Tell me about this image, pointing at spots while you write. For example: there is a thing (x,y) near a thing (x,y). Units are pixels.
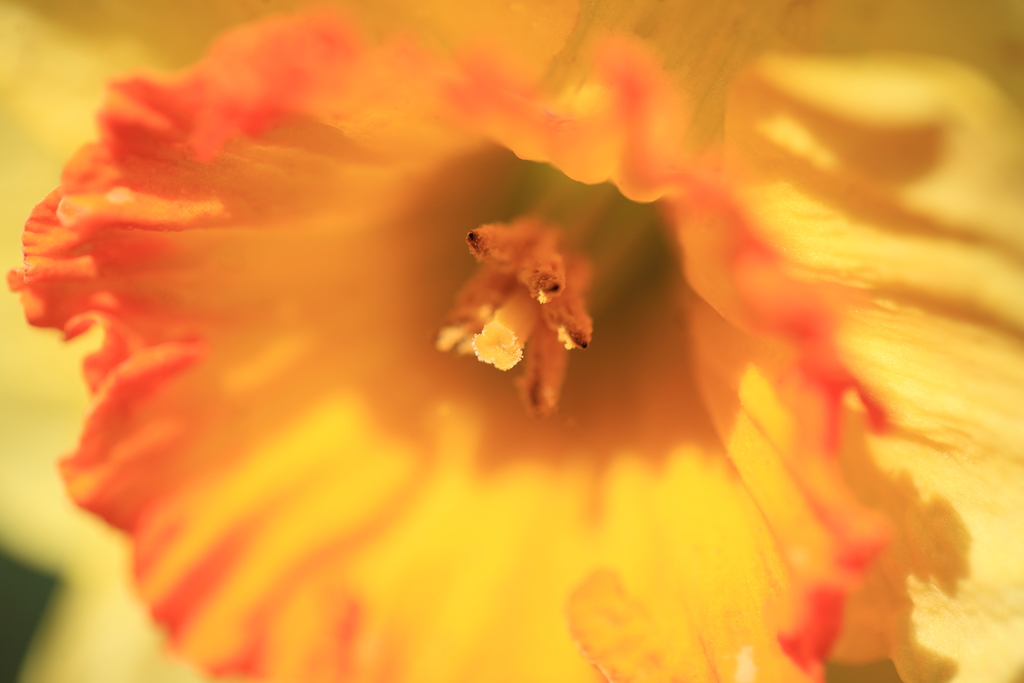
This is the picture of a flower (447,464) which is in orange and yellow color.
